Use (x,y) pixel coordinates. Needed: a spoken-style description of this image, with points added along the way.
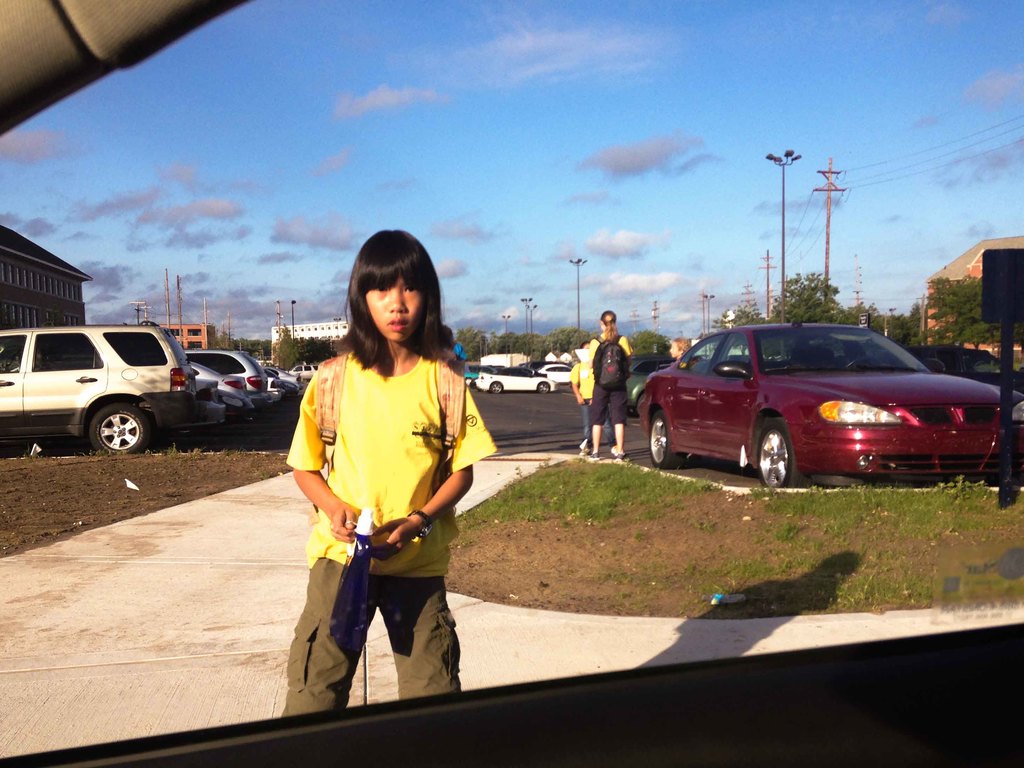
In this image, I can see few people (420,437) standing. There are buildings (56,302), trees (310,343), current poles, street lights (526,335), pathway (133,597) and vehicles (549,381), which are parked. In the background (191,228), there is the sky (641,144).
